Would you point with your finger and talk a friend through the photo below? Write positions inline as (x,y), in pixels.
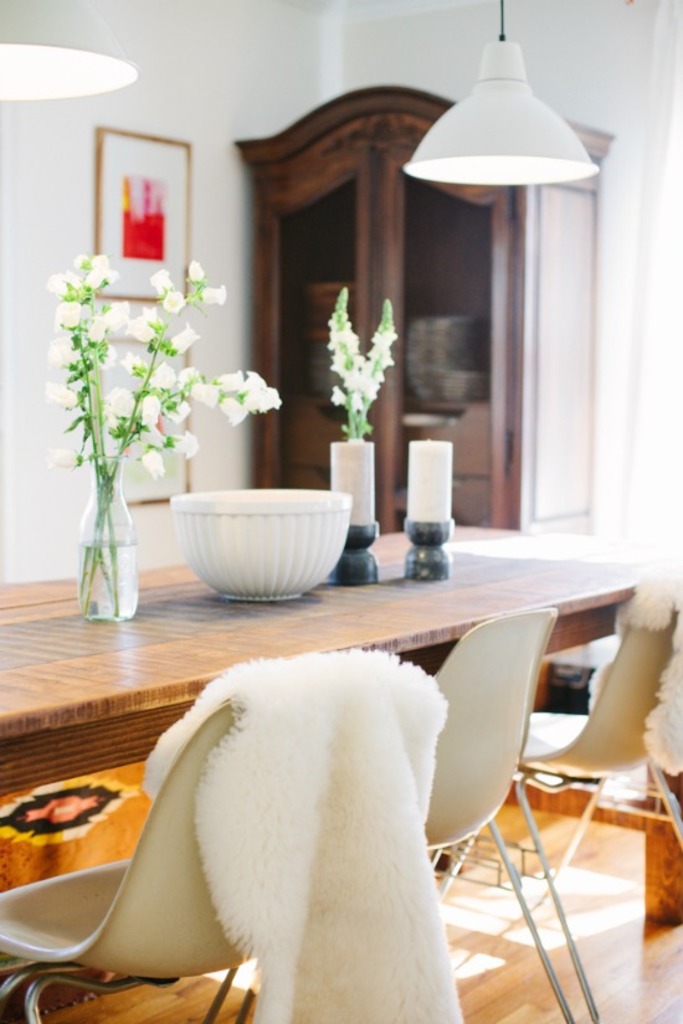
In this image I can see table (43,717) and the chairs (147,875). on the chair (145,940) there is a cloth (316,828) and on the table (218,609) there is a flower vase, bowl (256,562) and some objects (373,528). In the background (431,199) there is a cupboard (351,226) and a frame (150,151) to the wall (6,206). In the top (474,102) there are lamps (542,142).
